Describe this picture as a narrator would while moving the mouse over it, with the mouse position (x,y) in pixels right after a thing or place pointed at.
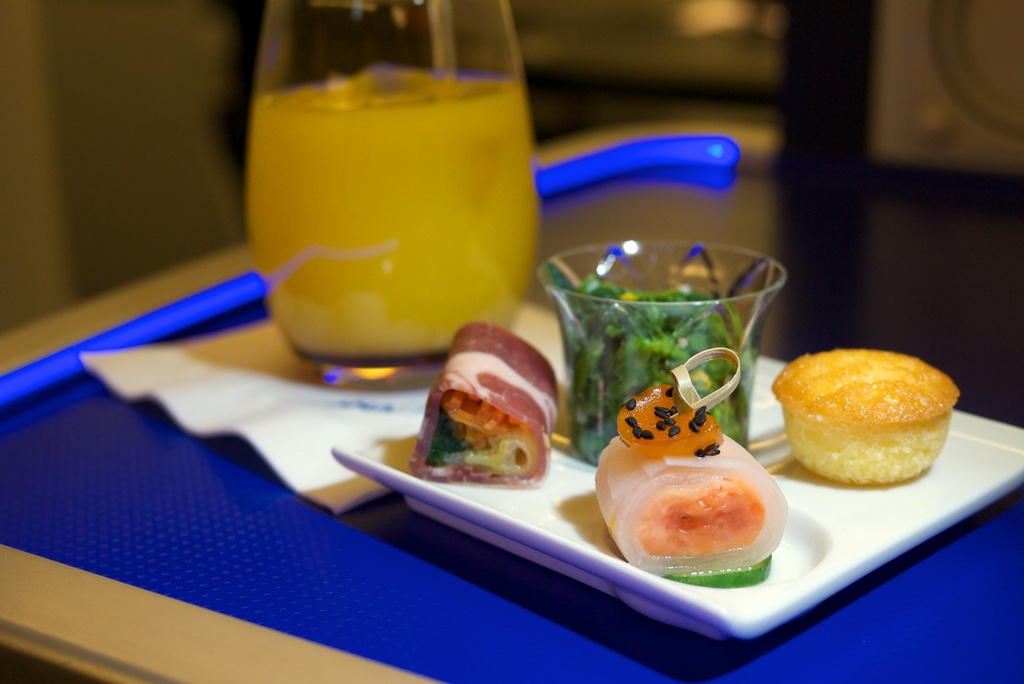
In this image we can see the food items (761,473) on the plate (838,495). We can also see a small glass of food item (675,317) and there is a glass of juice (355,196) on the tissue (333,413) which is placed on the blue color table (883,602).
